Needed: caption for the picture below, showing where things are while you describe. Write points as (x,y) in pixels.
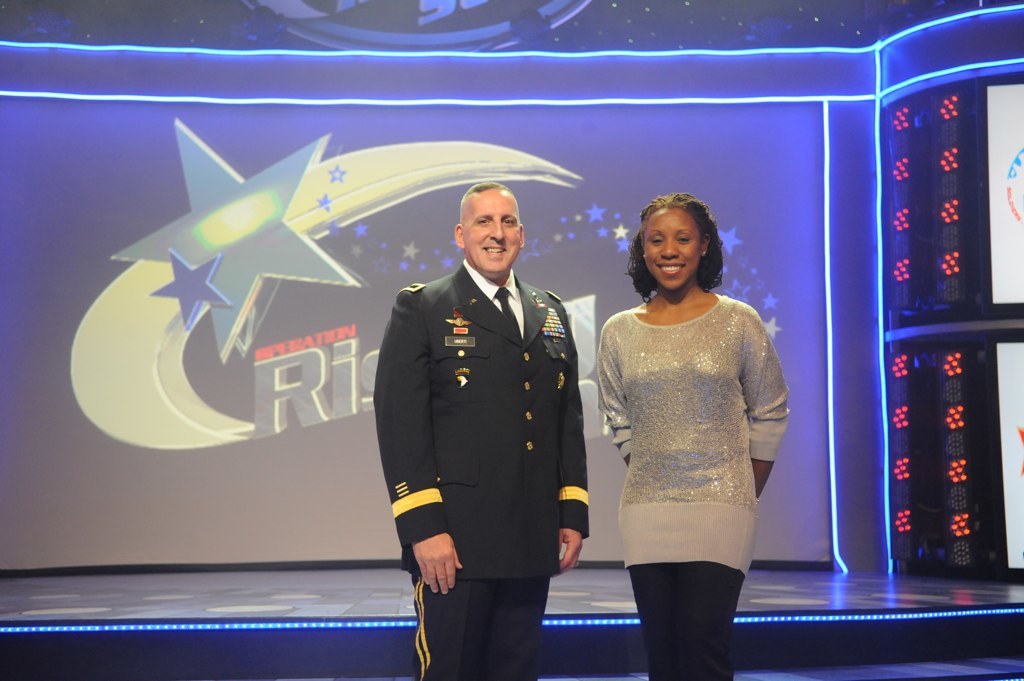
In this picture we can see 2 people (744,559) standing on the stage (364,658) and looking and smiling at someone. In the background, we can see lights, stars (313,148), moon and some text (263,385) on the display (203,361).
